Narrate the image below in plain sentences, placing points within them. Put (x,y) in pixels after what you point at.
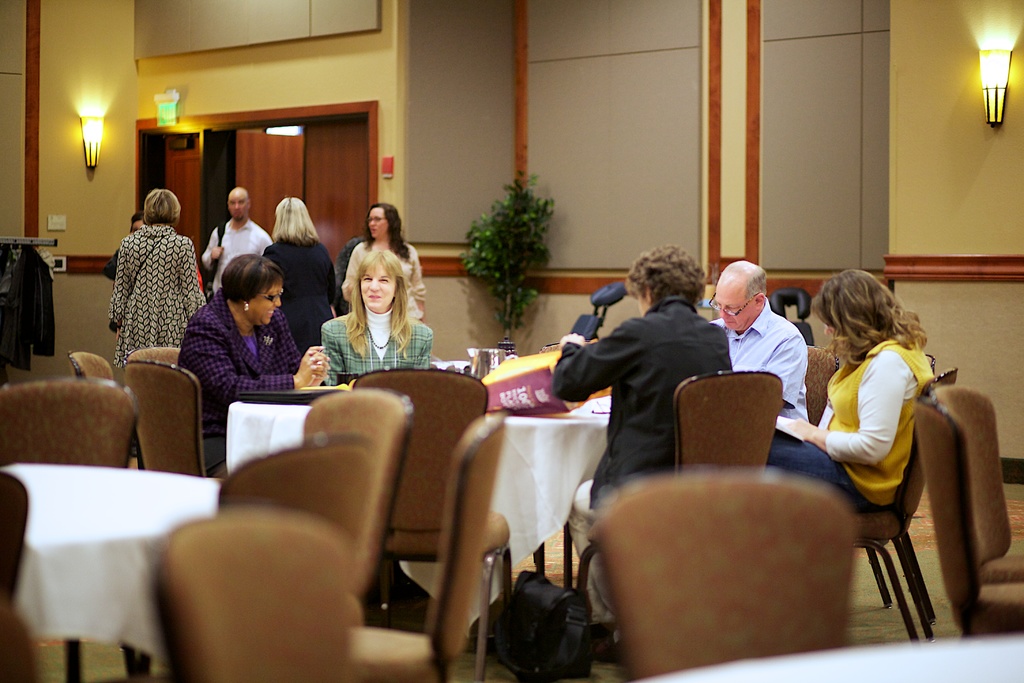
The picture looks like it is inside a building (126,110) and there are many tables (149,516) and chairs (614,529) and the table (539,471) is covered with a white colored cloth (552,456). Five members (833,317) are sitting in front of the table (538,451). Two women (230,337) are talking and smiling to each other. The man (760,348) to the right (774,339) is wearing a blue colored shirt (784,345) and the woman (863,380) is wearing yellow colored jacket (840,383). Here is door (239,157) for entrance and a light (91,140) on the wall (124,149).
